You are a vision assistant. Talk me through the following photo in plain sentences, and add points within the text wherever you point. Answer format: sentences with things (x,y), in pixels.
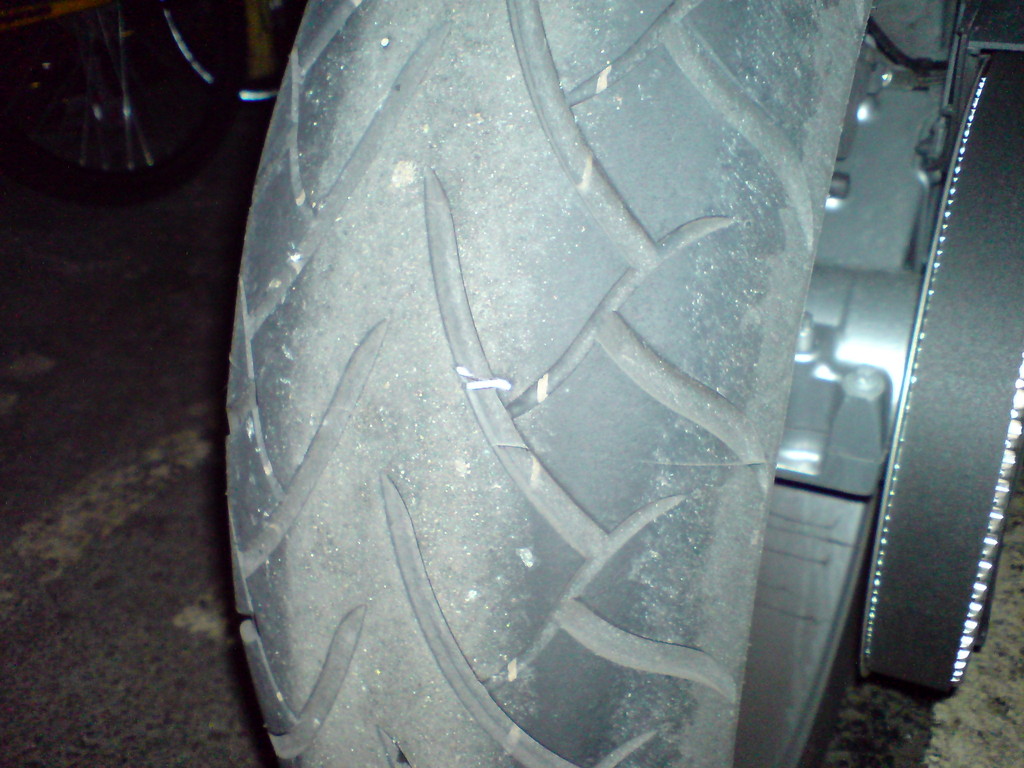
In this image I can see a vehicle tyre (711,325) in ash color. Background (108,20) is in black color.
